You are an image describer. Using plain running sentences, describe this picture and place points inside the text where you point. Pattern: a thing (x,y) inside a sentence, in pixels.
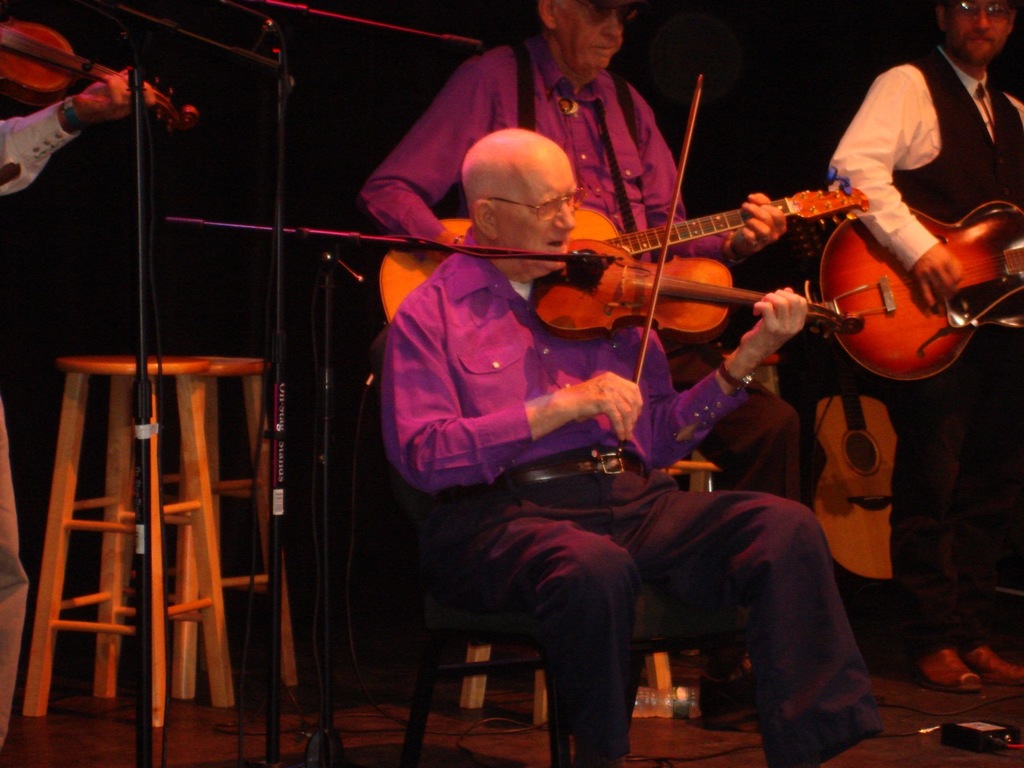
In this picture there is man (543,381) sitting on the chair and playing violin (591,329). There are few people (898,87) standing at background (649,158) and are playing a guitar (861,245). There is a stool (182,420), mic (196,226) and a bottle (661,691).
